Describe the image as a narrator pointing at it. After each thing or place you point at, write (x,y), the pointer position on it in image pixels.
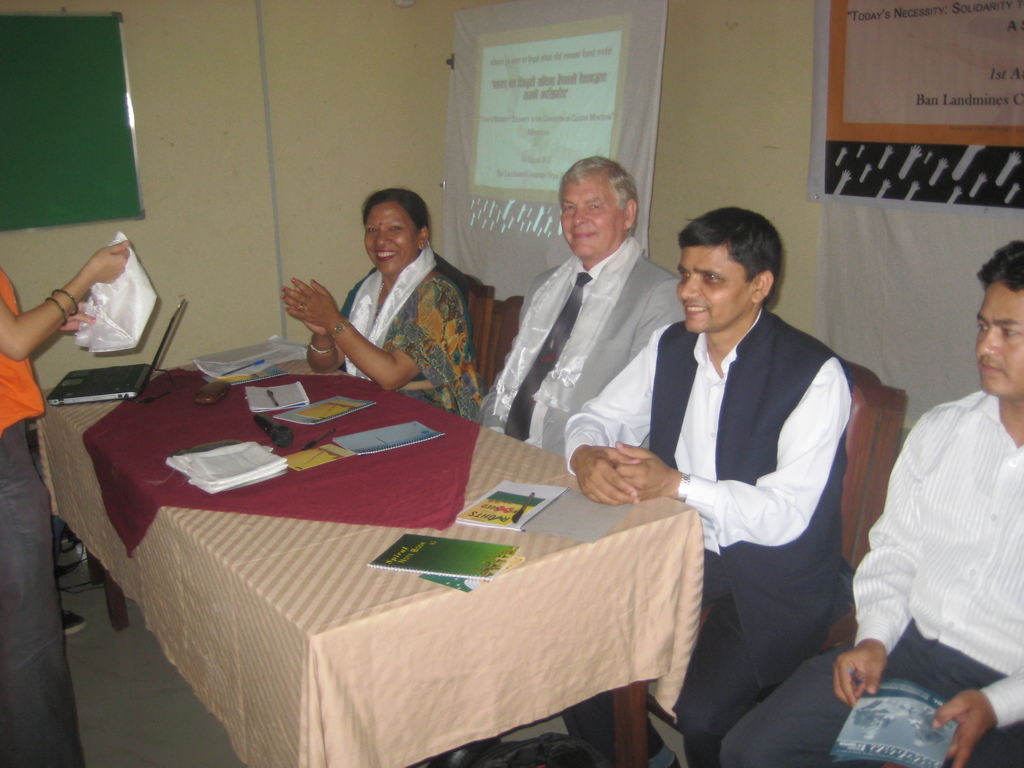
There are many people (702,424) sitting on chairs (896,438). And there is a table (338,536). On the table (305,559), there is a cloth (553,589) and many books (267,399) and laptop (121,374). And there is a wall (319,130) in the background (162,87). On the wall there are banners (565,104) and notices (515,142) and a board (97,158).
